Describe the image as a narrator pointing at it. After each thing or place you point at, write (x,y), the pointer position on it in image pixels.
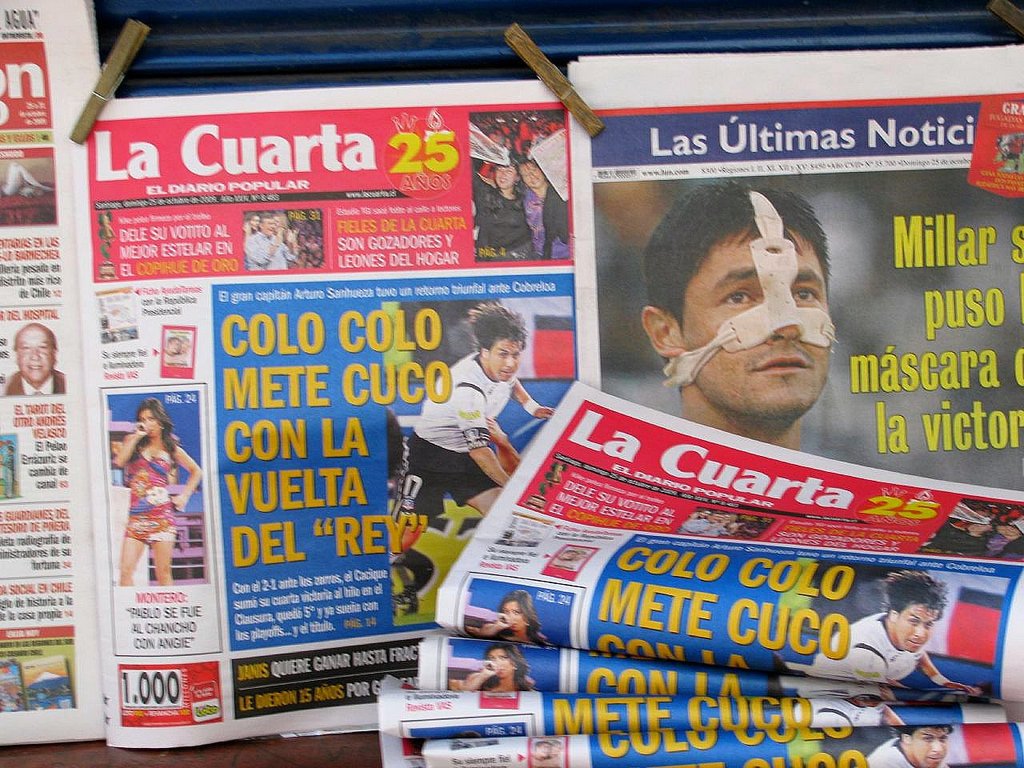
In this image, we can see pictures (473,322) of a people (806,368) printed on the newspapers (372,257) and there is some text (160,200) and logos (193,151) and there are holders (575,89).
